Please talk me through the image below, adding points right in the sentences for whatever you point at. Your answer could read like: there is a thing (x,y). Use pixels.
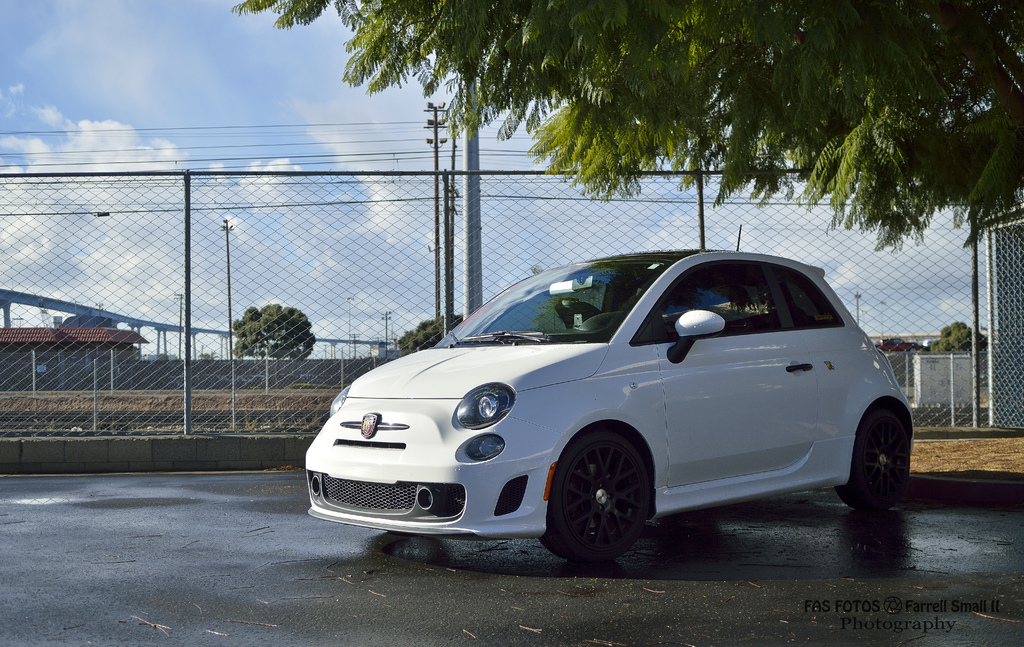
In this image we can see a car (587,465) that is placed on the road (719,551). In the background (432,197) we can see iron grill (291,170), street poles (435,136), street lights (434,121), buildings (105,335), trees (248,336), ground (76,423), trees (376,74) and sky (255,83) with clouds (211,201).
